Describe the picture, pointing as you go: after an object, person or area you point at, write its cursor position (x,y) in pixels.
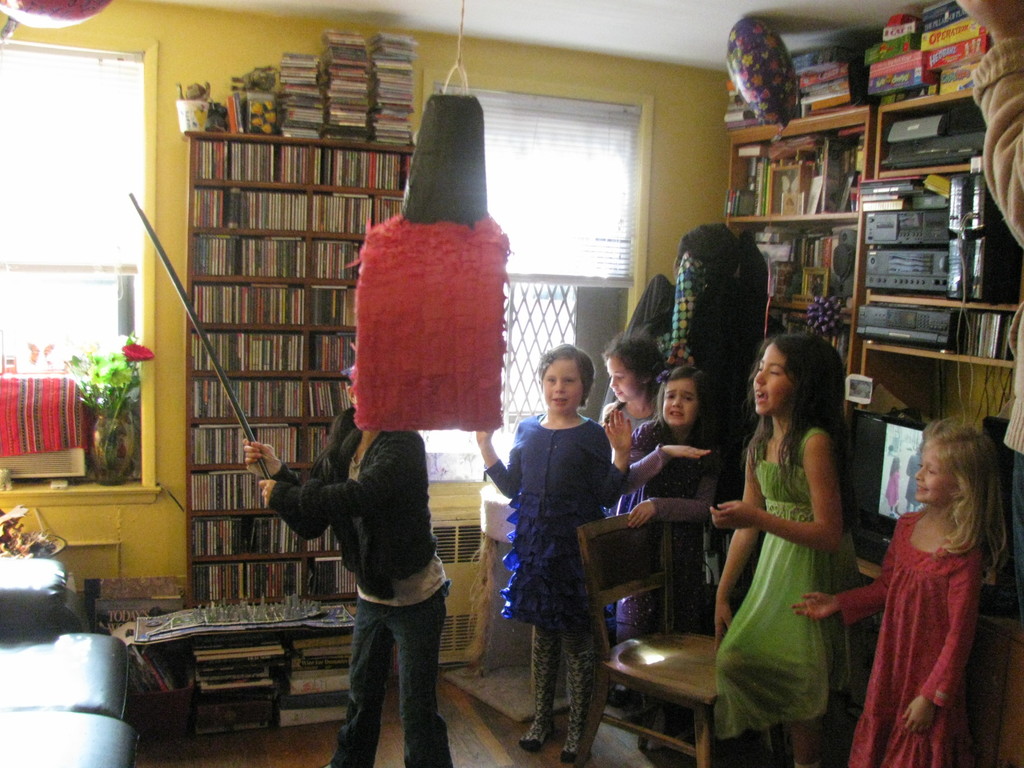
In this picture I can see some children's (671,449) are in a room (685,653), a person (370,573) holding stick (233,404), side we can see some books (323,353) in a shelves (279,418) and windows (76,185) to the wall (157,198).
